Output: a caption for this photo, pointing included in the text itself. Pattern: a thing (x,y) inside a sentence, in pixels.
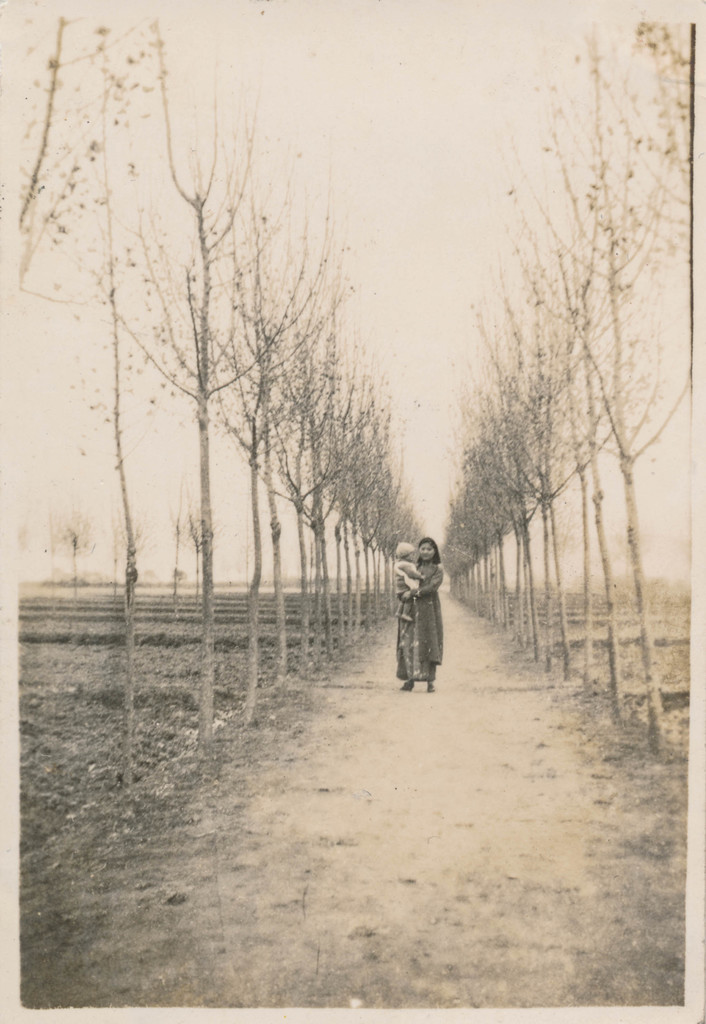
In this picture we can see a woman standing on the path (429,825) and she is carrying a child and in the background (608,523) we can see trees (584,608) and the sky (614,499).
